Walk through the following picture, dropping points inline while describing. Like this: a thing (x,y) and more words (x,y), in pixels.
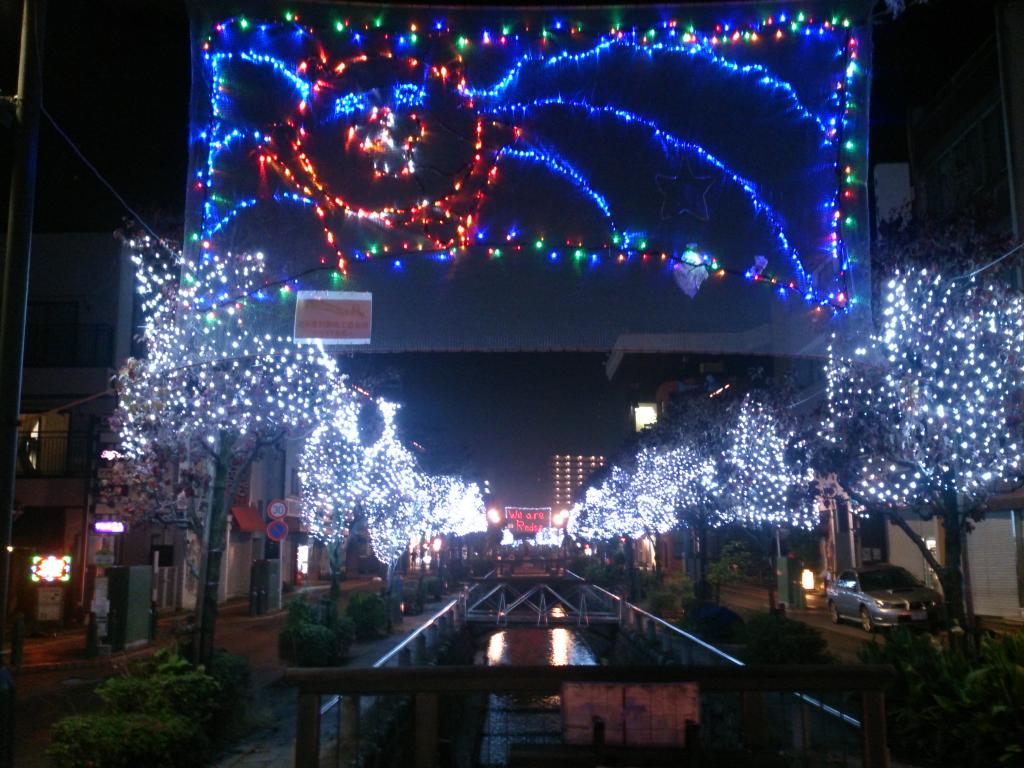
In this image, we can see water (527,645) and some objects (538,675). On the left (319,657) and right side of the water (514,634), there are plants (187,715), trees (587,536) and some decorative lights (753,480). On the right side of the image (854,602), there is a car (853,602). On the left side of the image (313,552), there are buildings (245,557) and some other objects (272,527). At the top of the image (423,236), it looks like a banner (429,251) with lights (288,171). Behind the buildings (191,543), there is the dark background (511,393).
